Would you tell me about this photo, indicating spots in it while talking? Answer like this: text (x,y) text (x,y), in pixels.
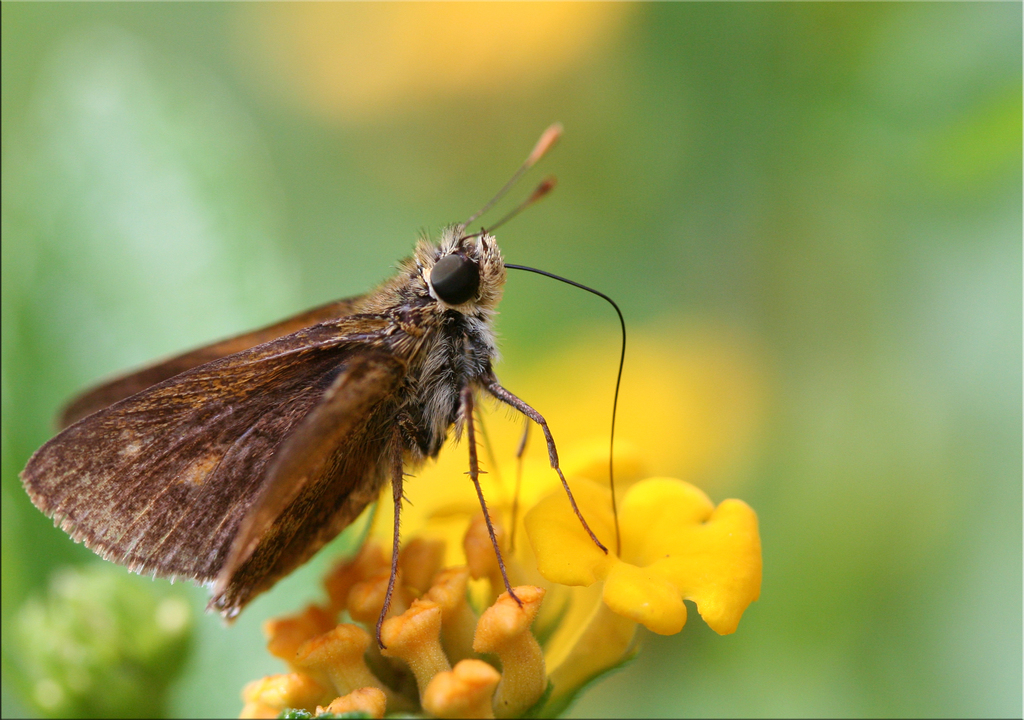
In the center of the image (355,367) there is a butterfly (306,425) on the flower (451,624).
